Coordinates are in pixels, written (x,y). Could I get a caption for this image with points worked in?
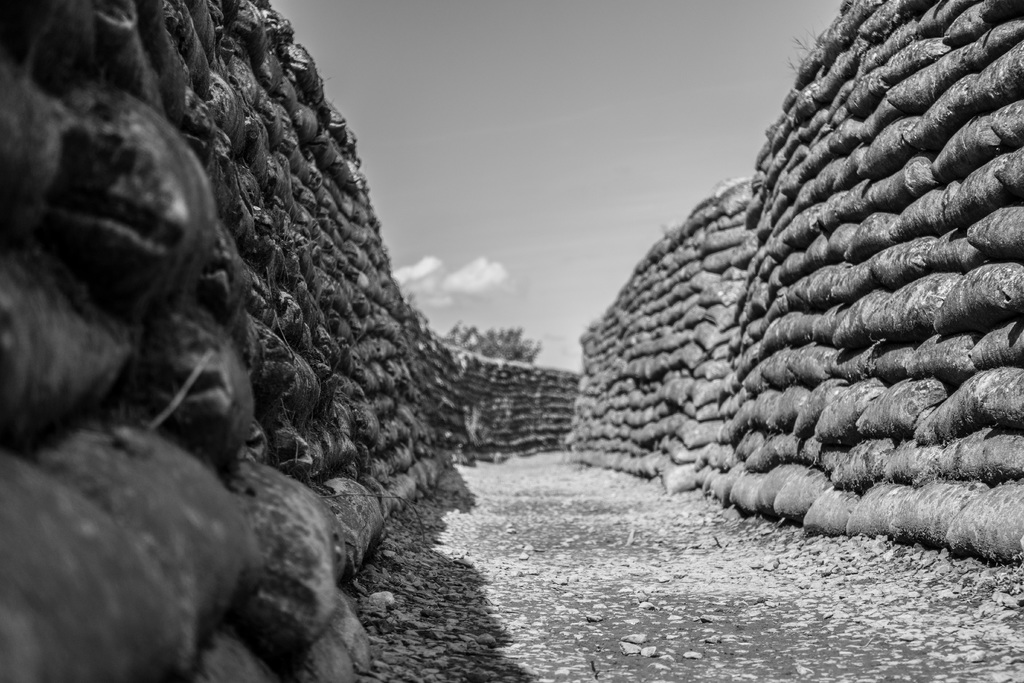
In this image I can see the black and white image of bags (311,338) which are one on another. I can see the ground (618,587) and in the background (599,257) I can see the sky (543,157).
